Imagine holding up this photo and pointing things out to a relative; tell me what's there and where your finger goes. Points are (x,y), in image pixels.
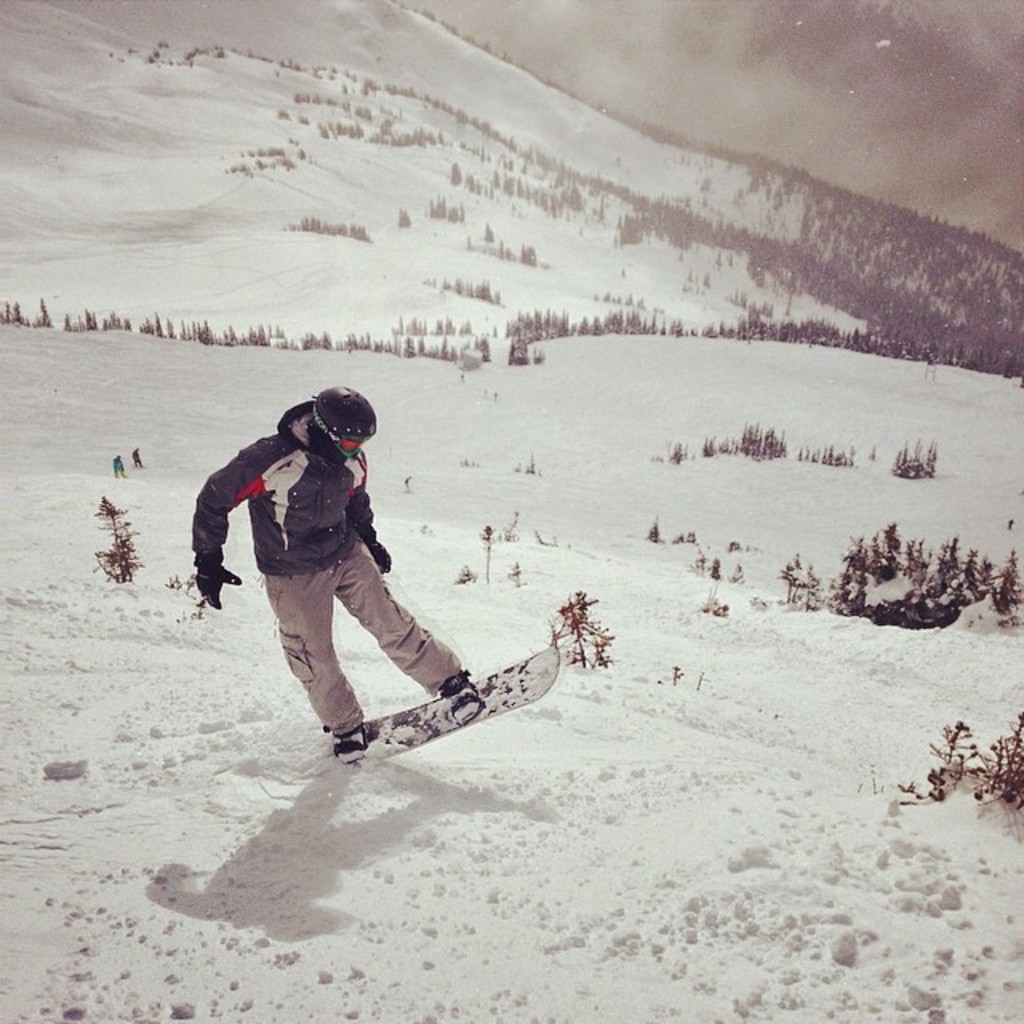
In this image there is a person (343,547) snowboarding on snow (522,749). In the background (677,209) there are trees (890,268) and there is snow (580,430) on the ground (641,413).
